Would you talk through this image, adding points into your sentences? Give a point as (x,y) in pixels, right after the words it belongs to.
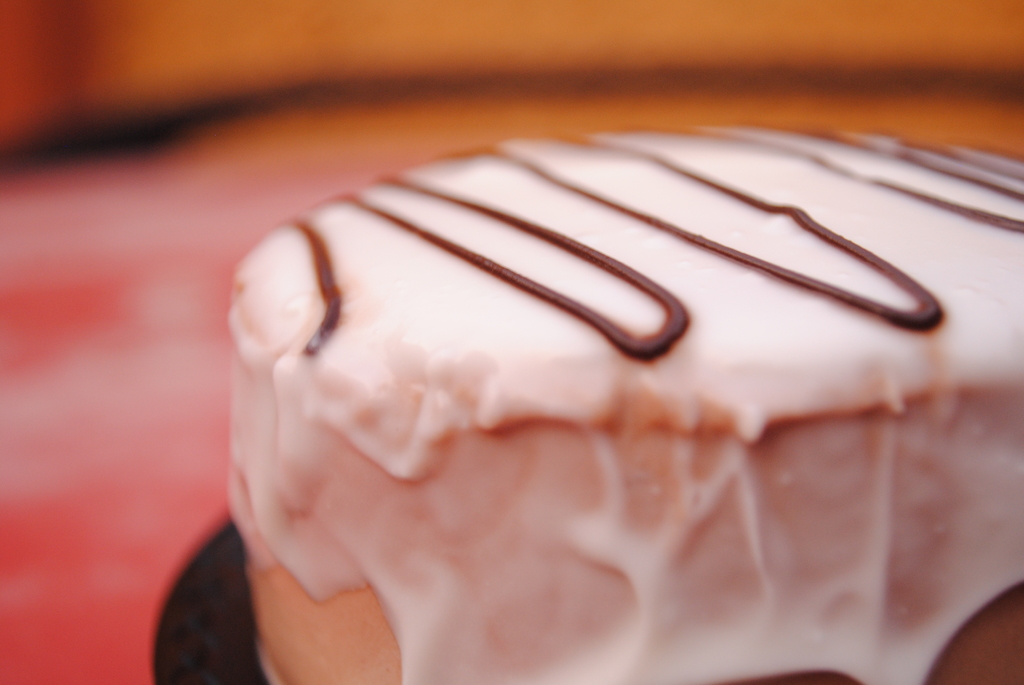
In this image, I can see a piece of cake (778,538) with cream (421,404). The background (709,82) looks blurry.
